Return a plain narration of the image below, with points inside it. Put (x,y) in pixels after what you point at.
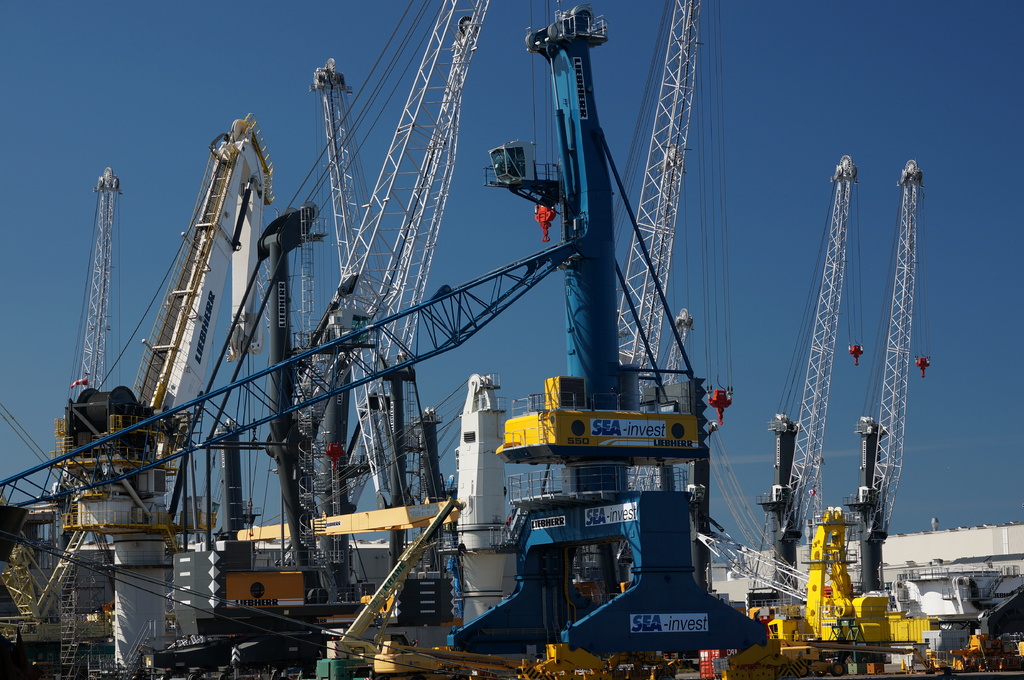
In this image there are some crane machines (619,393) as we can see at bottom of this image (515,552). There is one building (919,547) at right side of this image (940,554) and there is a sky (489,127) at top of this image (816,79).
